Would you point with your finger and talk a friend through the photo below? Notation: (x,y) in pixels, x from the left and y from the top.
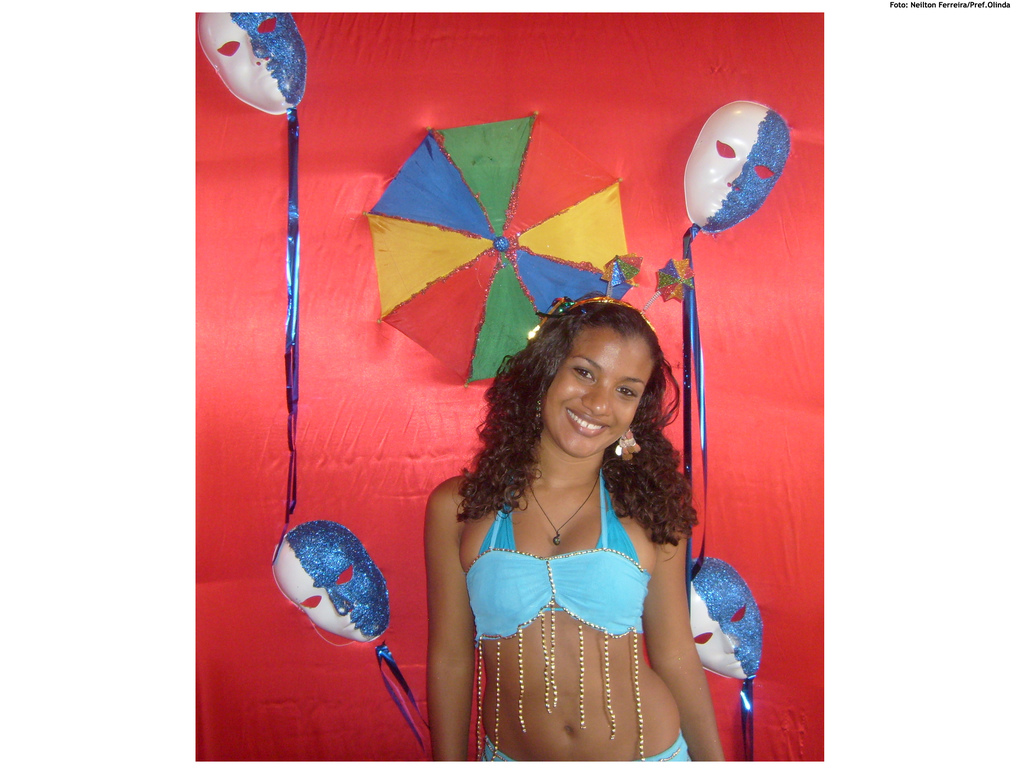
Background (774,568) portion of the picture is in red color and it is decorated very beautifully with decorative objects (705,180). In this picture we can see a woman (618,560) wearing blue dress (594,601) and she is smiling.
